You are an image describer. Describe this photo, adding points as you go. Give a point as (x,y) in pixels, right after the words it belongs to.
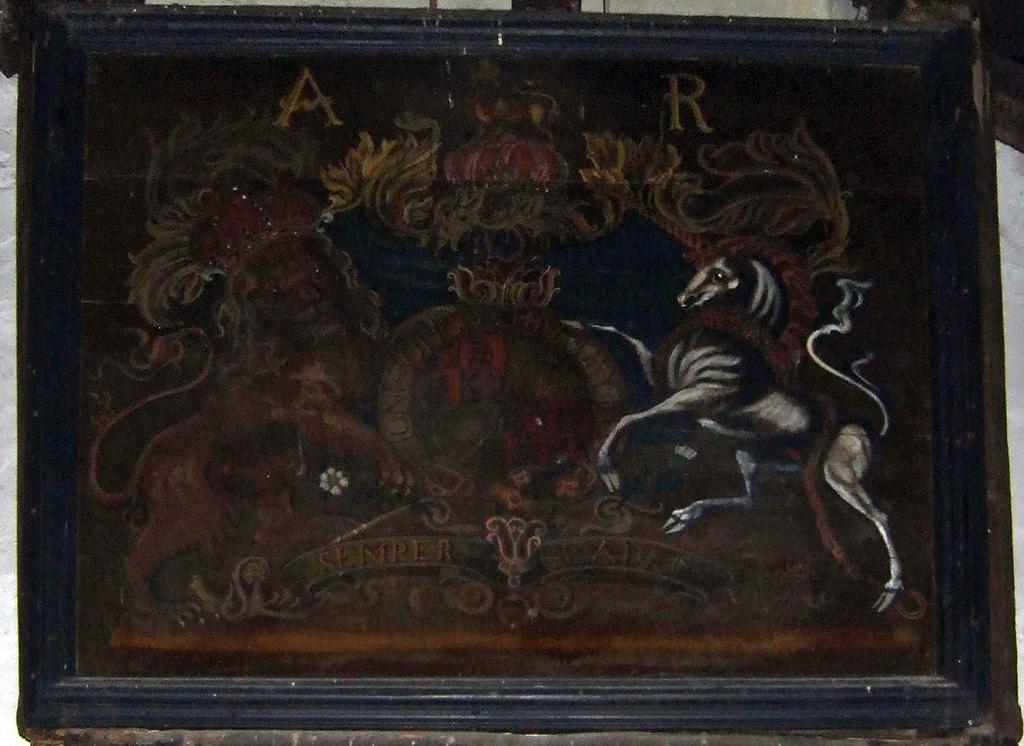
In this image we can see a photo frame (568,279) on the wall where as in the photo (645,462) we can see drawings of animals (604,476), designs (257,164) and we can see two alphabets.
